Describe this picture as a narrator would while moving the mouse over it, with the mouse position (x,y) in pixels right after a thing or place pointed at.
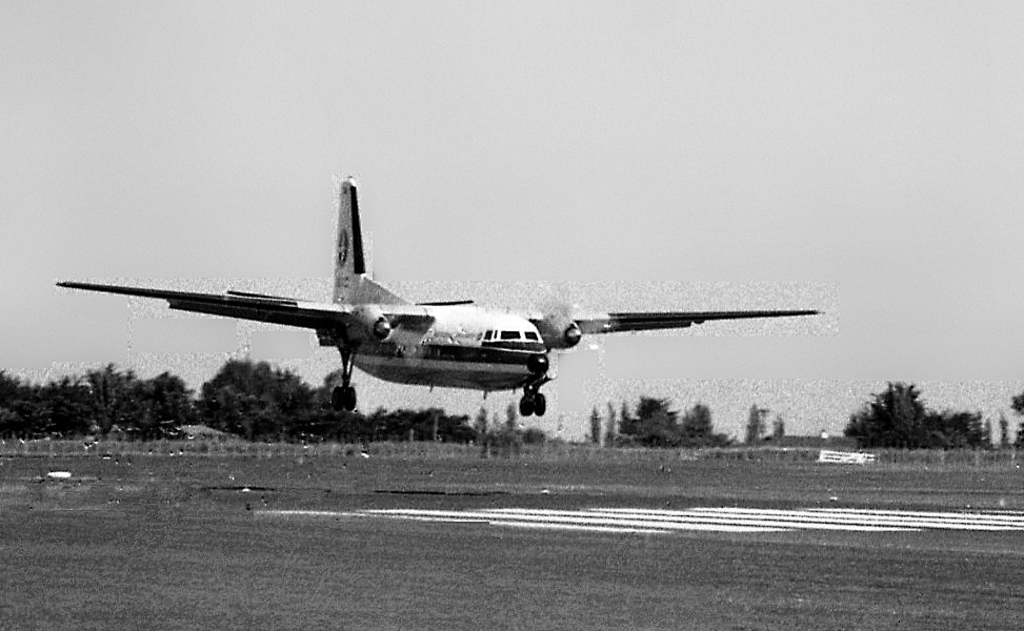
In this picture I can observe an airplane (434,336) landing on the runway (826,510). There are some trees (257,412). In the background (299,157) there is a sky (677,153). This is a black and white image.
